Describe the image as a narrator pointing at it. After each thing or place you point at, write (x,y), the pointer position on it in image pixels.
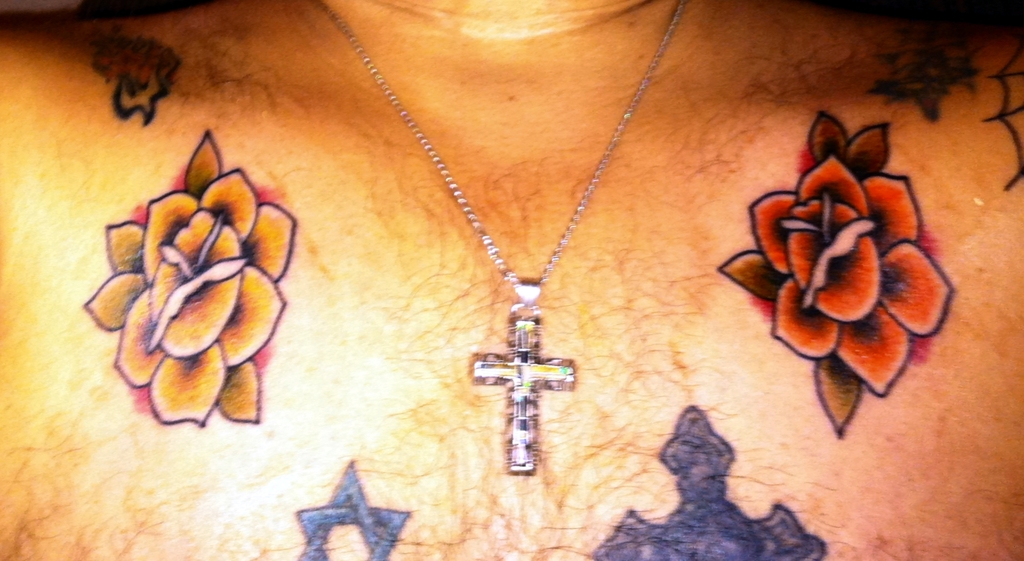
In this image I can see some painting (906,357) on a person's body (427,447). I can see a chain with locket (540,374).
